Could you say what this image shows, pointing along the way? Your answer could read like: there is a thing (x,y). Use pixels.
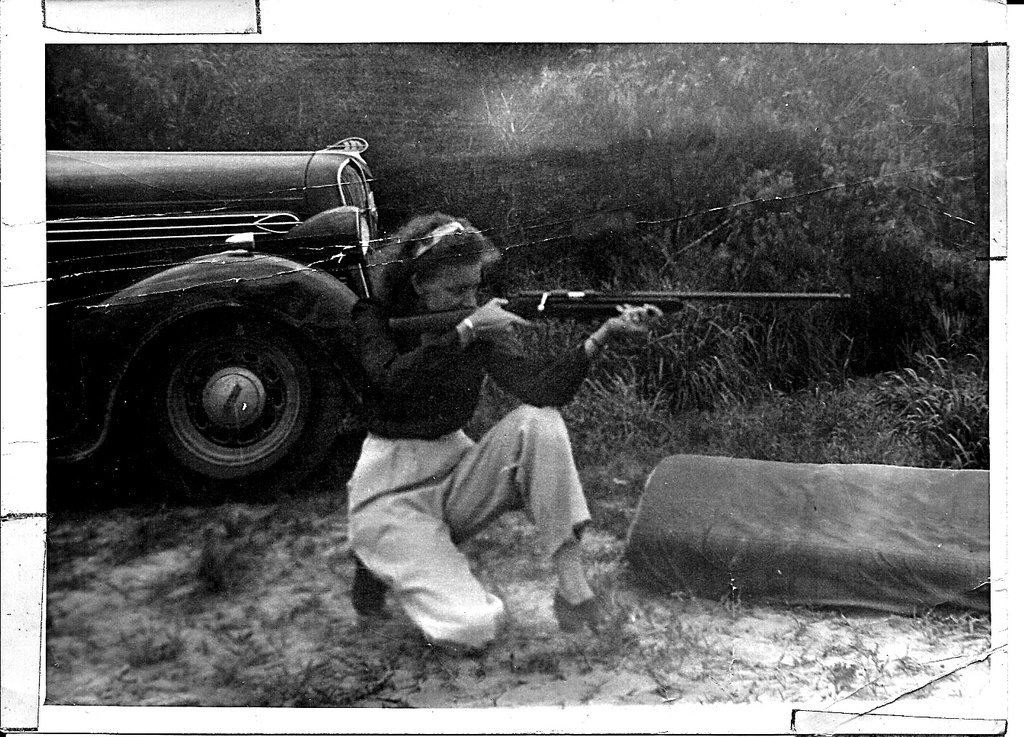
This is a black and white picture and in this picture we can see a woman (541,390) holding a gun (395,321) with her hands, vehicle (156,420), plants (808,344), cloth (925,504) and in the background (460,185) we can see trees (800,136).
